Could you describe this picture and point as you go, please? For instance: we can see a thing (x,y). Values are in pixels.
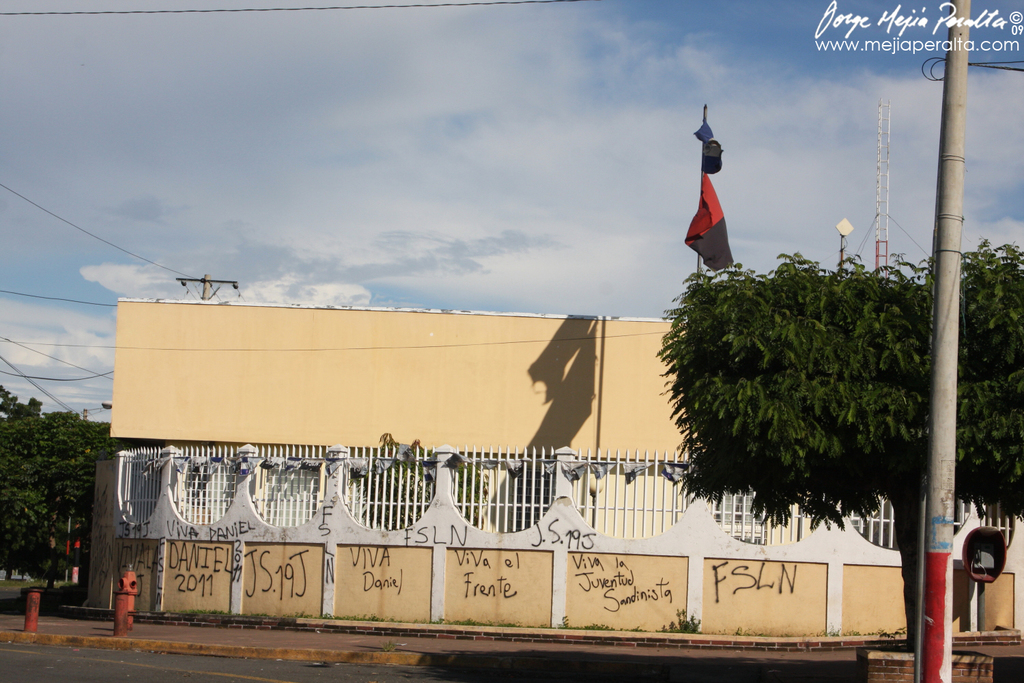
In the image I can see a fire hydrant (133,593), poles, a tower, a building (414,434), trees (889,418) and wires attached to a pole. In the background (469,210) I can see the sky (586,176) and a watermark (890,42) on the image.
